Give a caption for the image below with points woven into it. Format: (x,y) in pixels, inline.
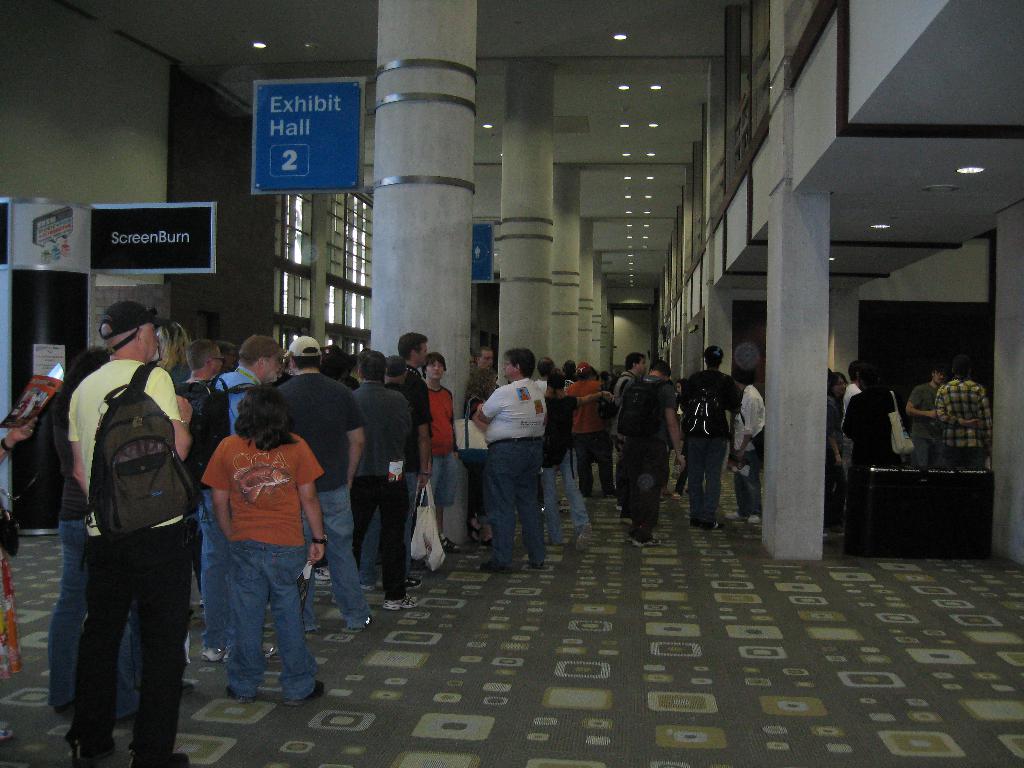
In this image, I can see groups of people (359,470) standing. This picture was taken inside the building (771,332). These are the boards (327,171), which are attached to the walls (637,320). I can see the pillars (436,316). At the top of the image (626,38), these are the ceiling lights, which are attached to the ceiling (605,185). At the bottom of the image (554,645), I can see the floor (636,690).
